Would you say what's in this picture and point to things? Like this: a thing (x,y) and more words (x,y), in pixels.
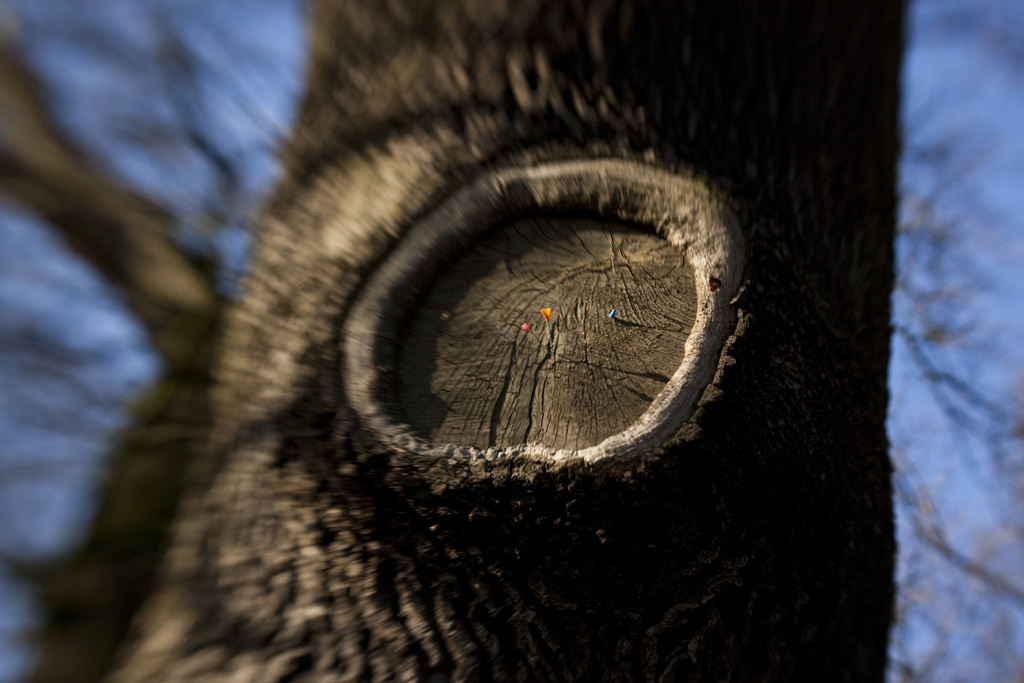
In the center of the image (396,429), we can see a tree trunk (555,283) and the background (968,307) is blurry.
